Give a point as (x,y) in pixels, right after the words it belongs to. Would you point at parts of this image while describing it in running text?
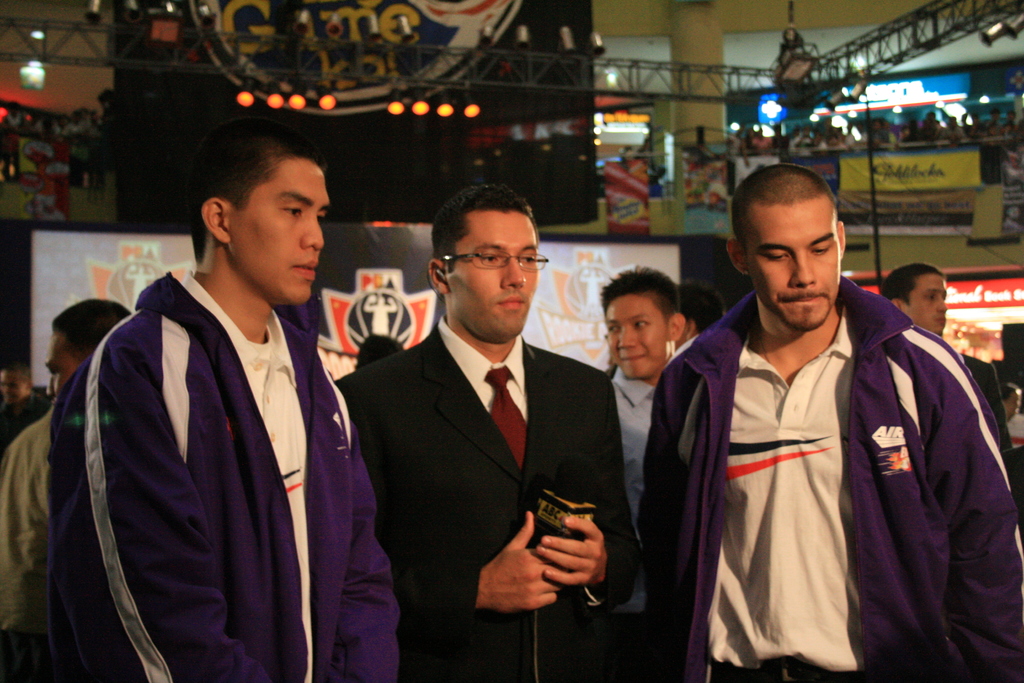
This is an image clicked in the dark. Here I can see three men (240,511) standing and looking down. At the back of these people (308,354) there are some more people (617,354) and also I can see a screen (70,255). In the background (655,133) there is a building (674,116). At the top of the image (542,71) there is a board (462,42) and a metal frame (720,74). On the board (246,29) I can see some text (345,46) and few lights (277,105). On the right side (898,177) there are many banners (915,177) and boards (966,285) attached to the wall (956,248).
